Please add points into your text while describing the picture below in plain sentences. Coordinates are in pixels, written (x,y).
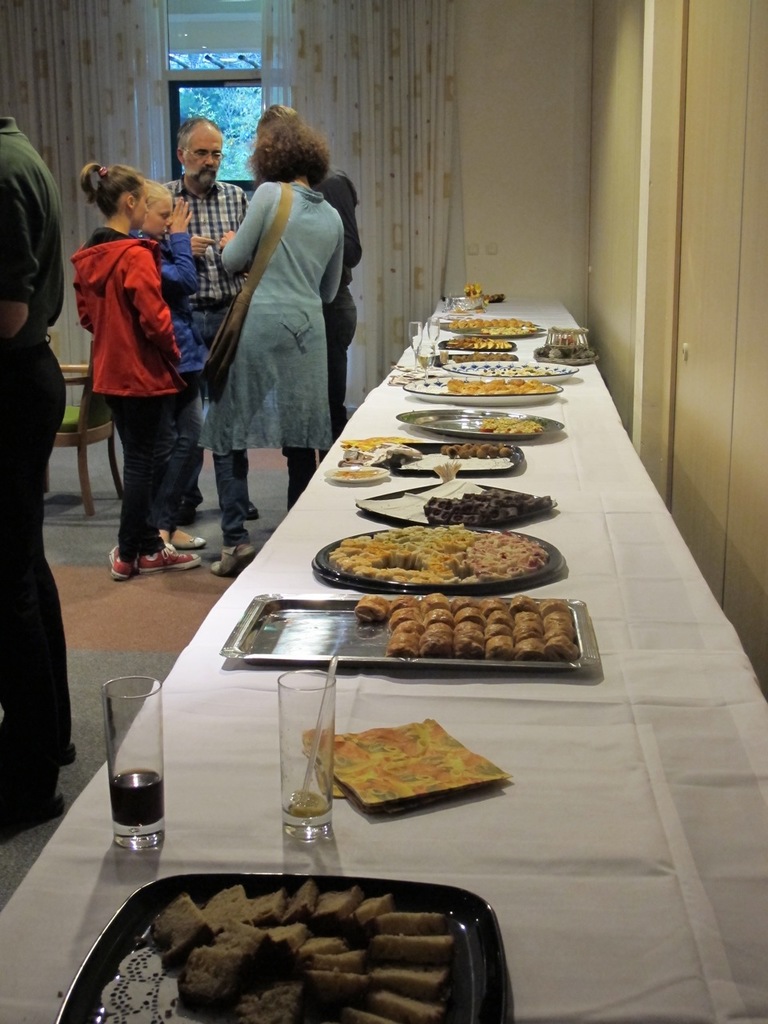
In this picture there is a group of person (228,265) who are standing near to the table (595,419). On the table (565,539) I can see the plates (560,369), water glass (288,798), coke glass (133,760), sweets (512,496) and other food items (487,514). Beside this group (238,354) I can see the window (244,104) and chairs (74,381). Through the window (238,101) I can see the trees (235,104). On the left (20,192) there is a man (3,315) who is wearing t-shirt (44,298), trousers (6,712) and shoes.
